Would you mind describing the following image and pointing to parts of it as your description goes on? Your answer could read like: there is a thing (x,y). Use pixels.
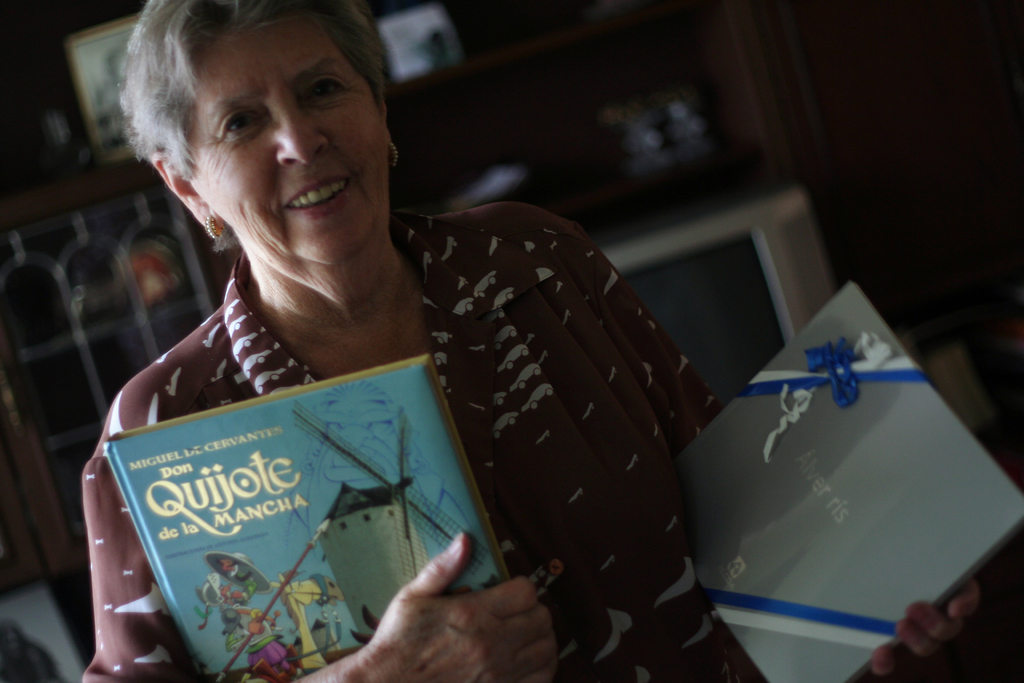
As we can see in the image in the front (498,364) there is a woman (331,366) holding books (480,515) and the image is little dark.
